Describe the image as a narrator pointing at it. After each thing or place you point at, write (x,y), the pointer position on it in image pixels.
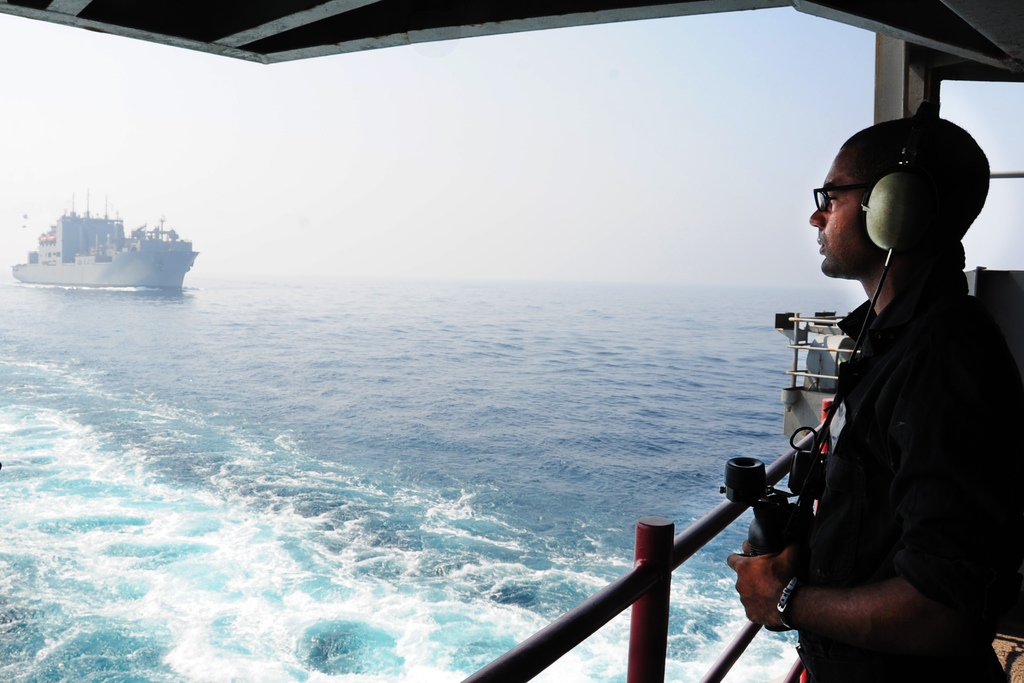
In this image I can see a person (890,317) standing wearing earphones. In front I can see a ship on the water (146,299) and the ship (154,277) is in white color, background (604,177) the sky (383,208) is in white color.
